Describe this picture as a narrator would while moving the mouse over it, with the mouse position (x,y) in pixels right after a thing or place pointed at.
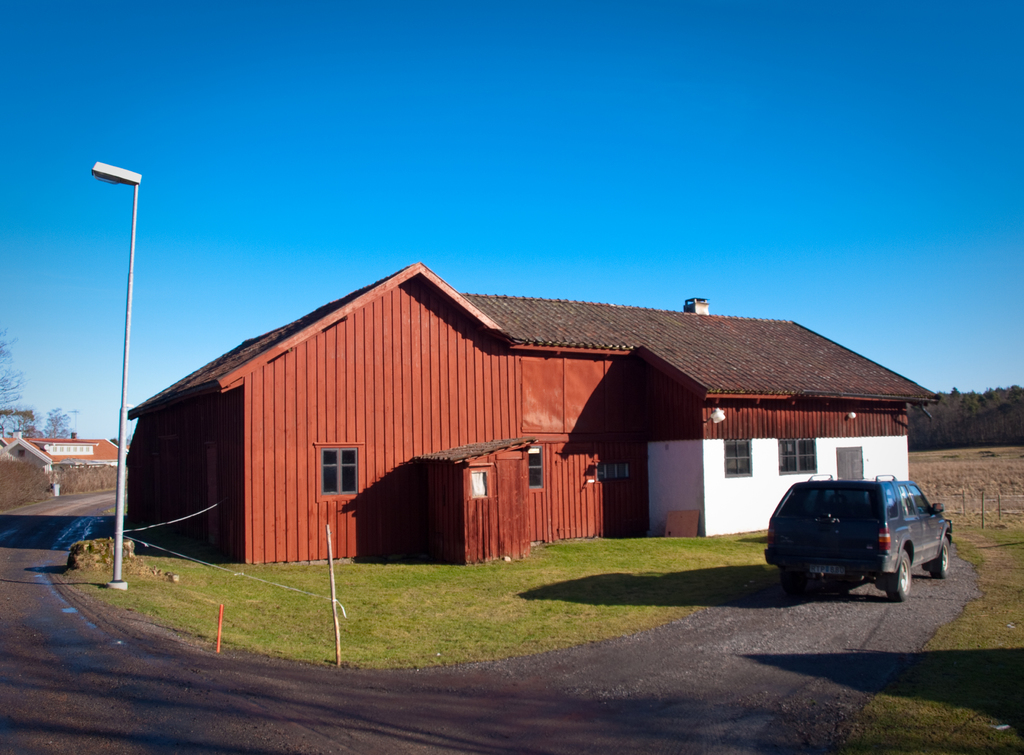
in this picture I see couple of houses (410,473) and trees (935,406) and a pole light (132,253) and I see a car (878,518) parked, it is black in color and grass (463,580) on the ground (573,599) and a blue sky (589,155).
